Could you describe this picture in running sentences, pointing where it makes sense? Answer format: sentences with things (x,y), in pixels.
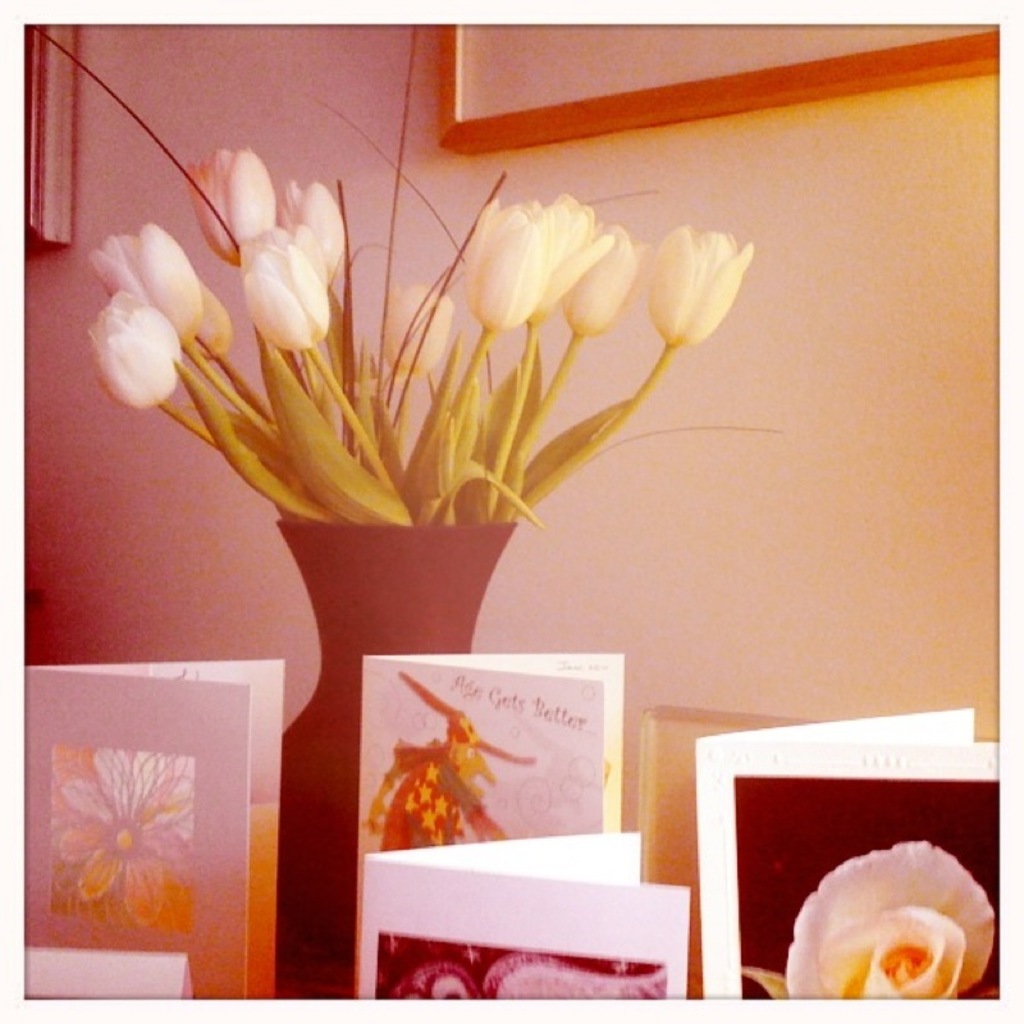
In this image we can see some flowers (388,423) placed in a vase (350,698). In the foreground (401,730) we can see some cards (603,764) and in the background (873,538) we can see photo frames (620,111) on the wall (832,114).
